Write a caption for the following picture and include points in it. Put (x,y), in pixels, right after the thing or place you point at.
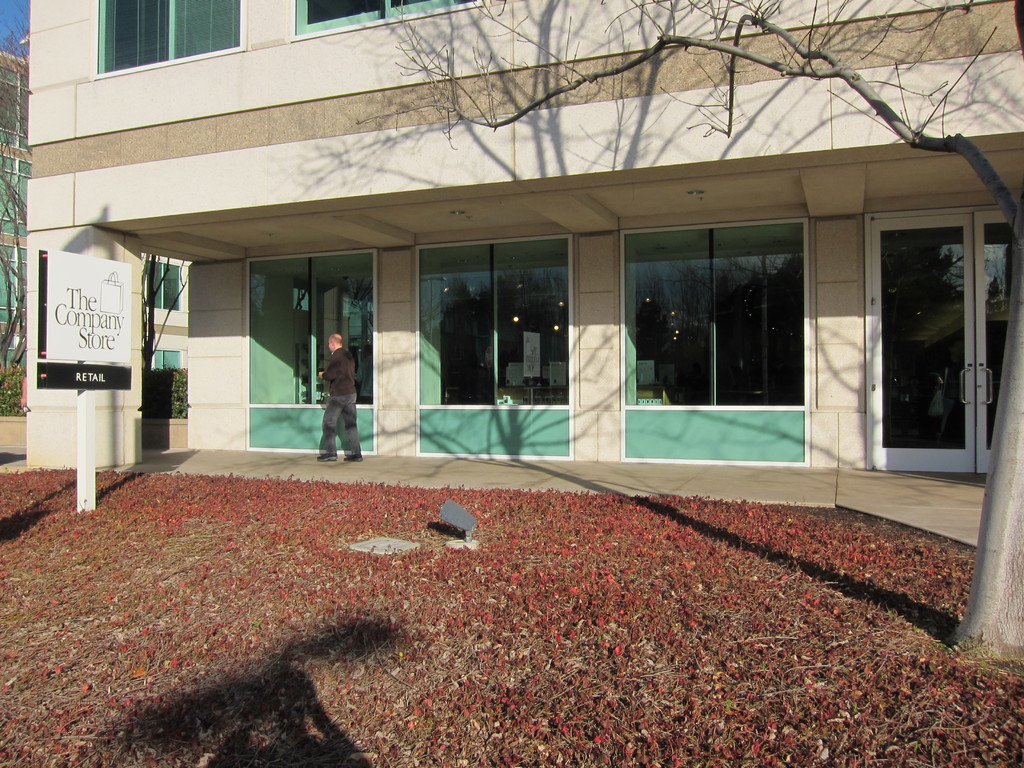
In this picture we can see buildings (311,409) with windows (317,396) and doors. In front of the building (310,424), a person (339,386) is standing and there is an object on the ground (328,468). On the left side of the image (90,418), there is a pole (81,405) with a board (53,354). On the left (5,255) and right side of the image (1015,585), there are trees (991,524). In the top left corner of the image (9,27), there is the sky (9,30). Inside the building (494,327), there are lights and some objects (529,337).
